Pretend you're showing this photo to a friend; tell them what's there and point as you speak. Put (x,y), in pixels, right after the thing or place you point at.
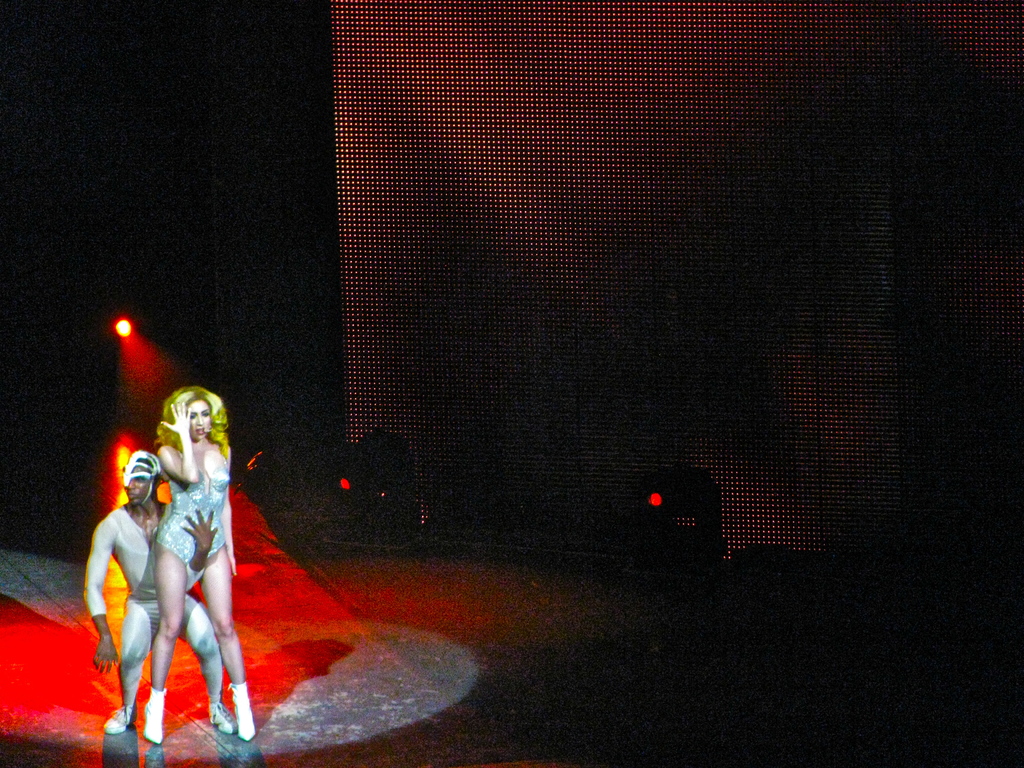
On the left side of this image (215,610) I can see a man (143,655) and a woman (214,559) are standing on the stage (324,717). It seems like they are dancing. At the background (121,446), I can see few lights (119,332). This is an image clicked in the dark.
